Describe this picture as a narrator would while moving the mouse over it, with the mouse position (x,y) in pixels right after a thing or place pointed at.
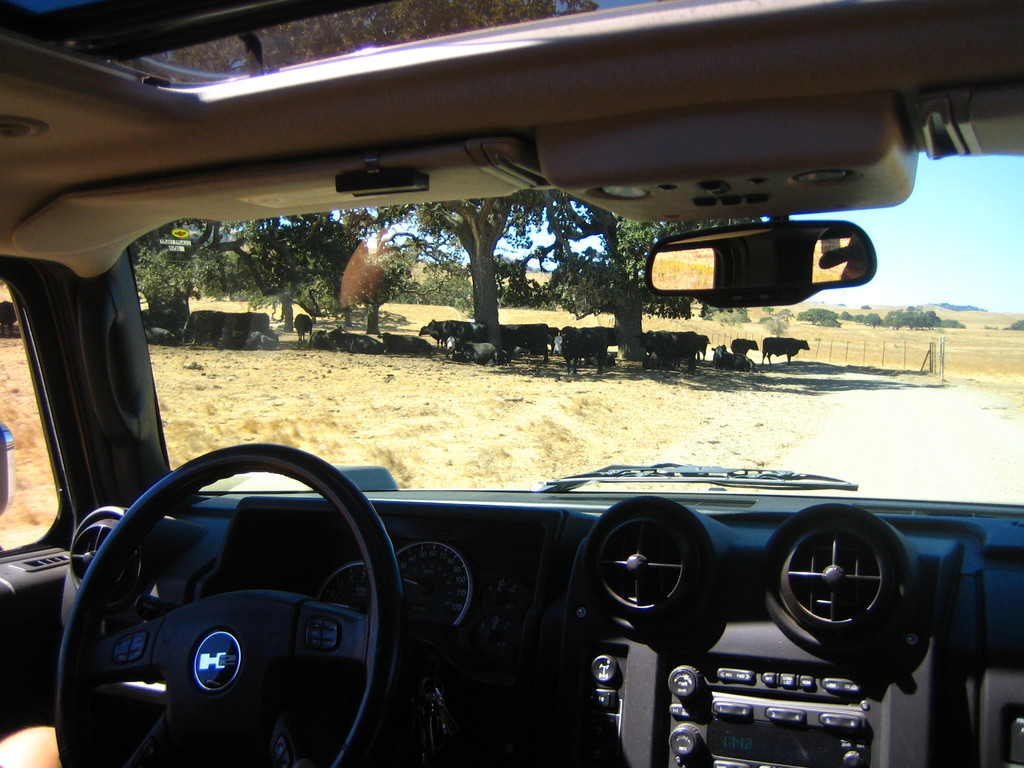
In this image we can see the inside view of a car (526,508) with a steering (280,619), dashboard (255,551) and also the glass (506,336) and a mirror (823,251) and through the glass (549,314) we can see the animals (225,337), trees (941,321), wooden poles (936,353), sand (584,379), path (892,413) and also the sky (934,261).
